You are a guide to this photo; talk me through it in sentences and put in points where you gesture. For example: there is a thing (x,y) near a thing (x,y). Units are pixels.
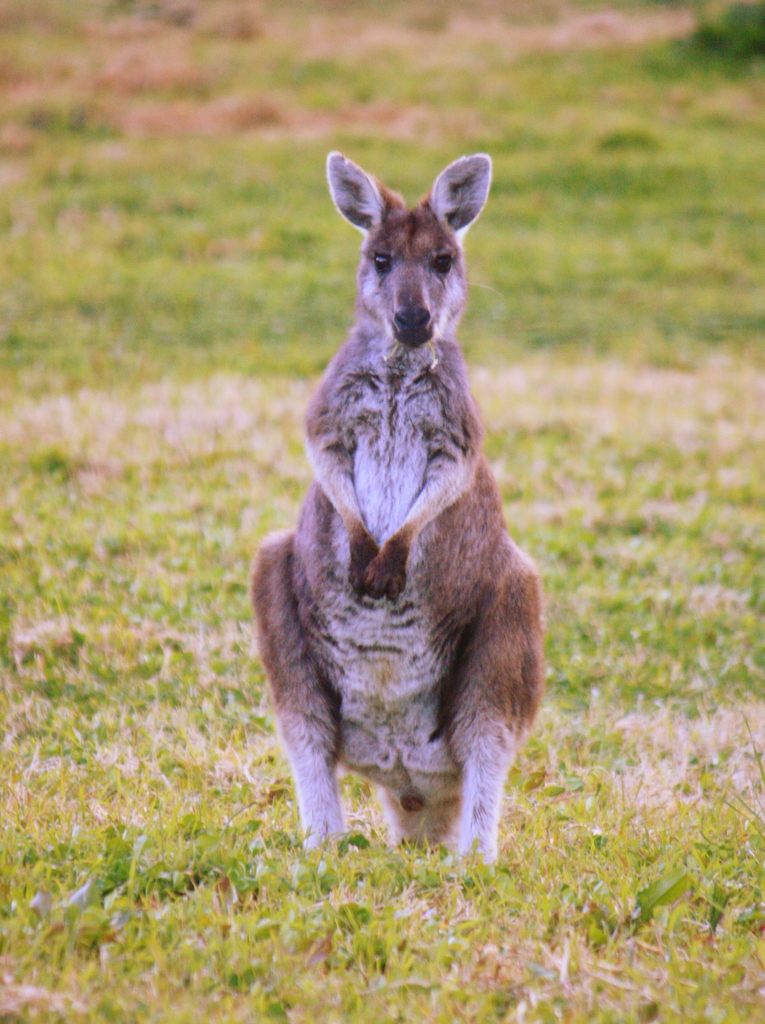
In this picture there is a kangaroo (431,748) standing. At the bottom (341,787) there is grass (149,774) and there is mud (325,131).
